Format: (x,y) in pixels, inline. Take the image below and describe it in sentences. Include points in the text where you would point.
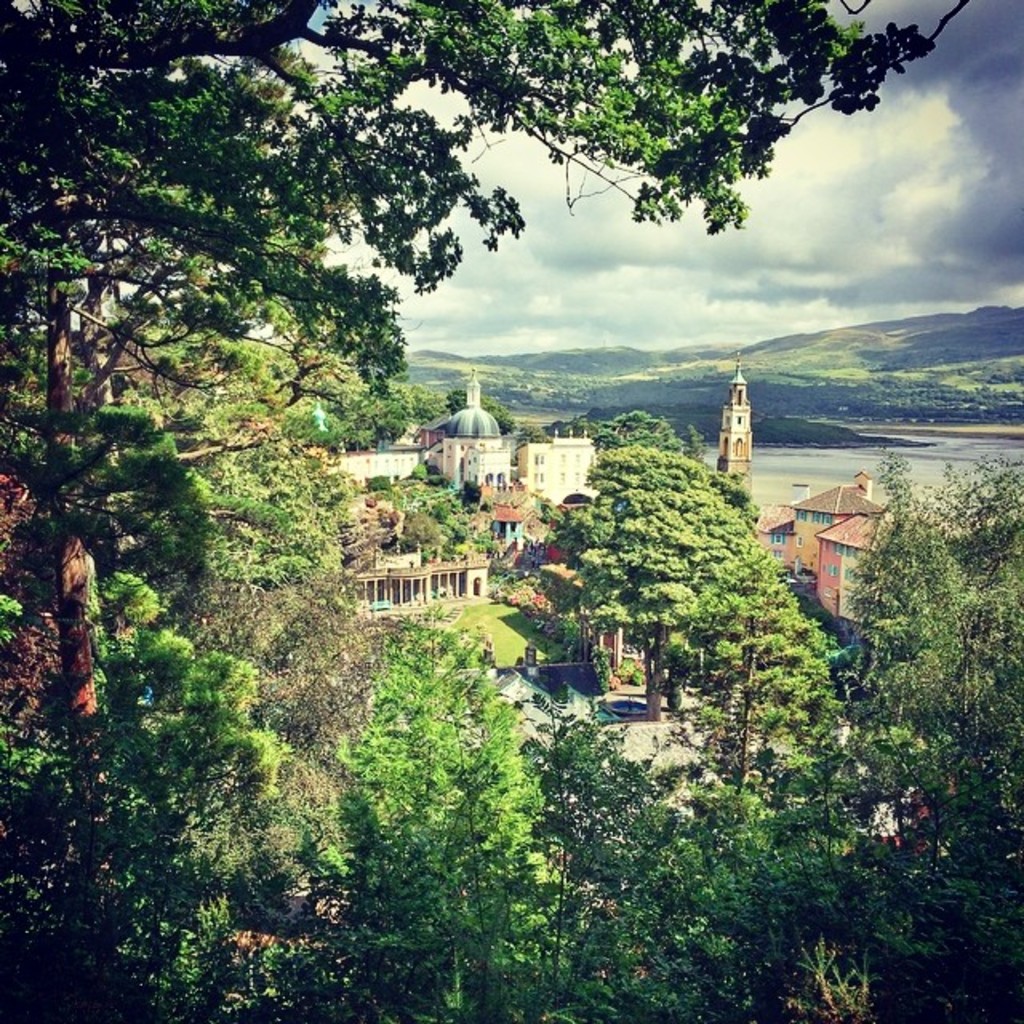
In this image in the foreground (484,707) there are trees (227,86), and in the center of the image (497,530) there are buildings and trees (670,696) and there is a walkway (685,745). In the background (827,466) there is a river (785,495) and mountains (586,352), at the top (769,234) there is sky (734,247).
